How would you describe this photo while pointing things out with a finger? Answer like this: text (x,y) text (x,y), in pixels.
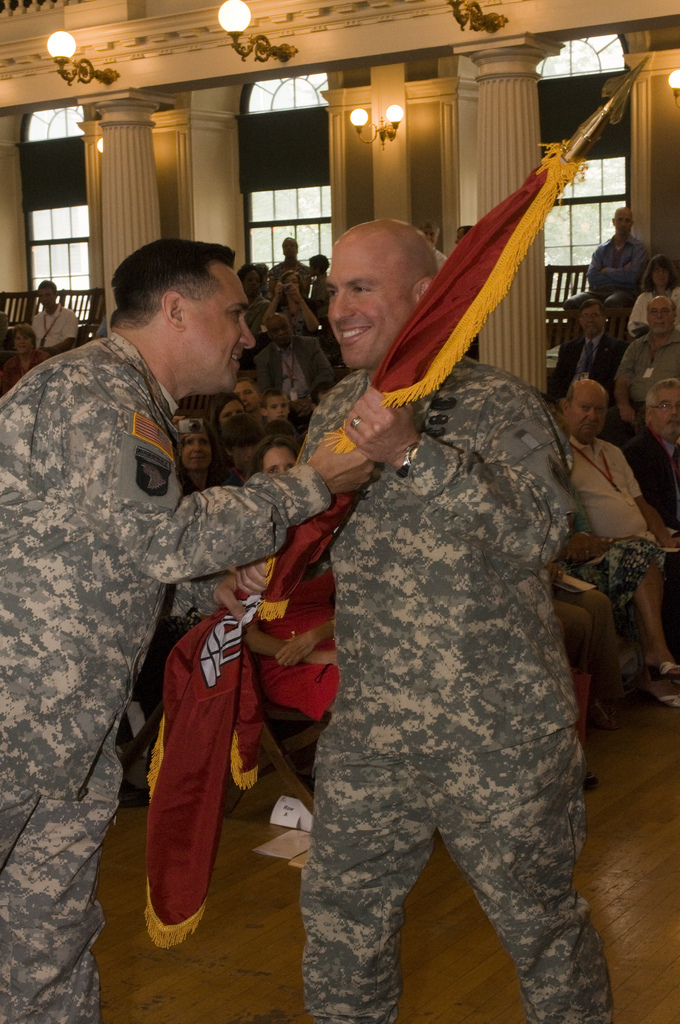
In this image, I can see two persons (386,531) standing and holding a flag (291,545). In the background (54,316), there are groups of people (56,326) sitting on the chairs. At the top of the image (294,108), I can see the windows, pillars (378,139) and lamps (356,124) attached to the walls (399,139).
